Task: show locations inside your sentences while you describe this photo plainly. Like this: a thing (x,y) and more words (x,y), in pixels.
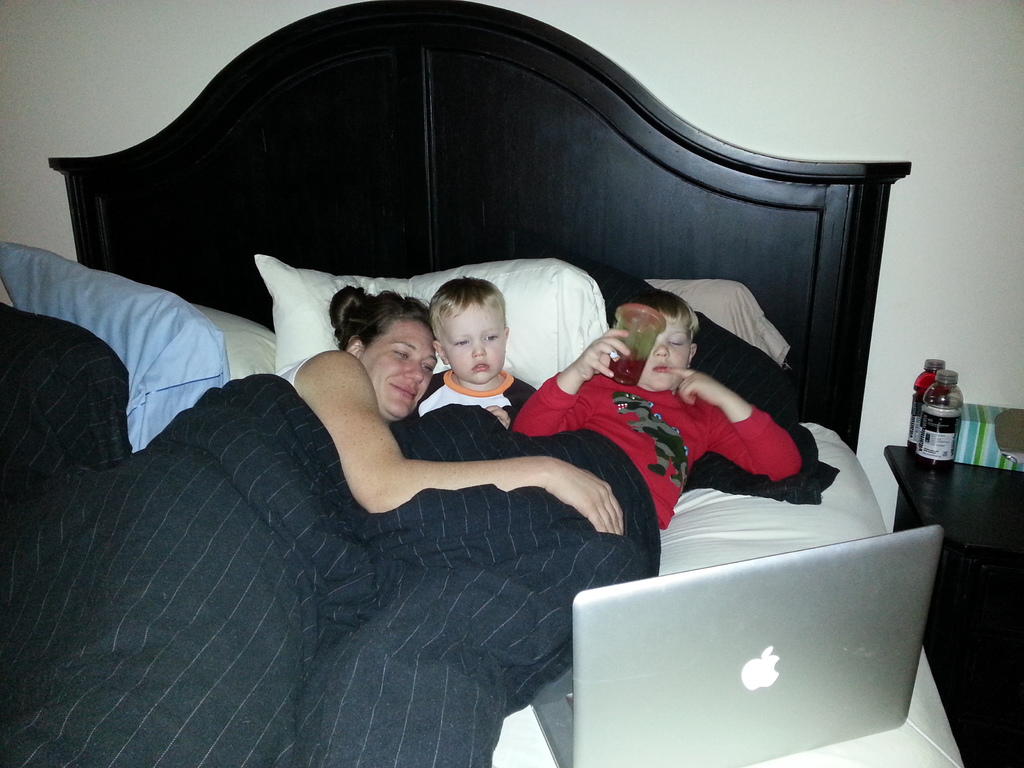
In the image we can see two boys (687,346) and a women (419,486) lying on a bed (378,534) and a system (678,651) is kept in front of them. These are the bottles (937,447).
